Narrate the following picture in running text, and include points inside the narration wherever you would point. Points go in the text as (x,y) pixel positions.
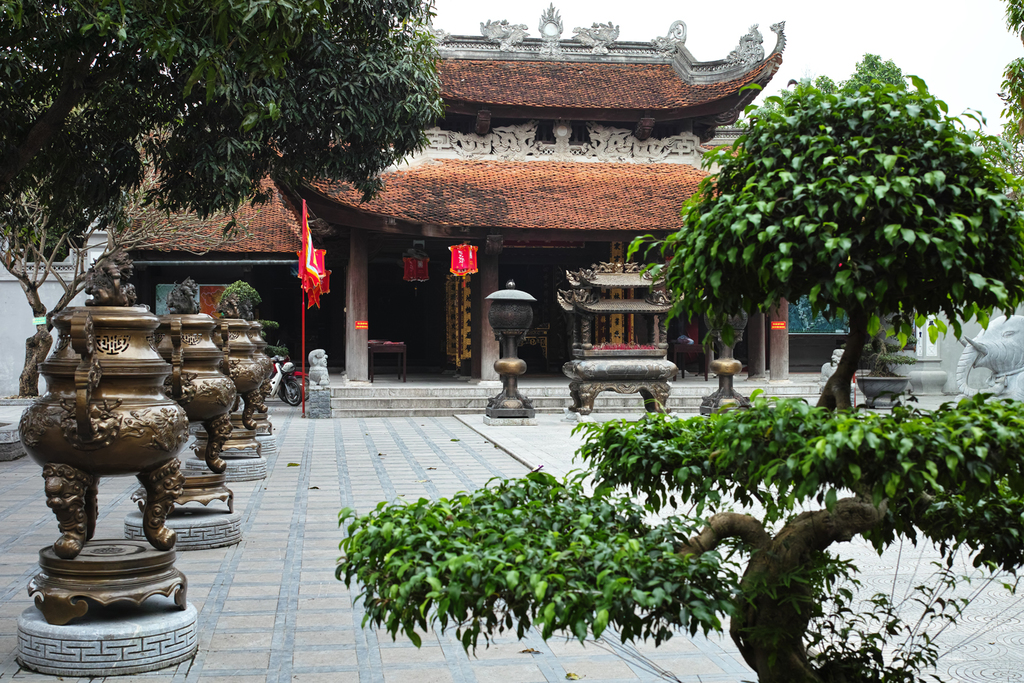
In this image I can see plants (801,221) in green color, at left (215,496) I can see few posts (147,453) in brown color, at back (319,268) I can see flag (314,285) in red color, building (361,253) in brown color and sky (787,47) in white color.
